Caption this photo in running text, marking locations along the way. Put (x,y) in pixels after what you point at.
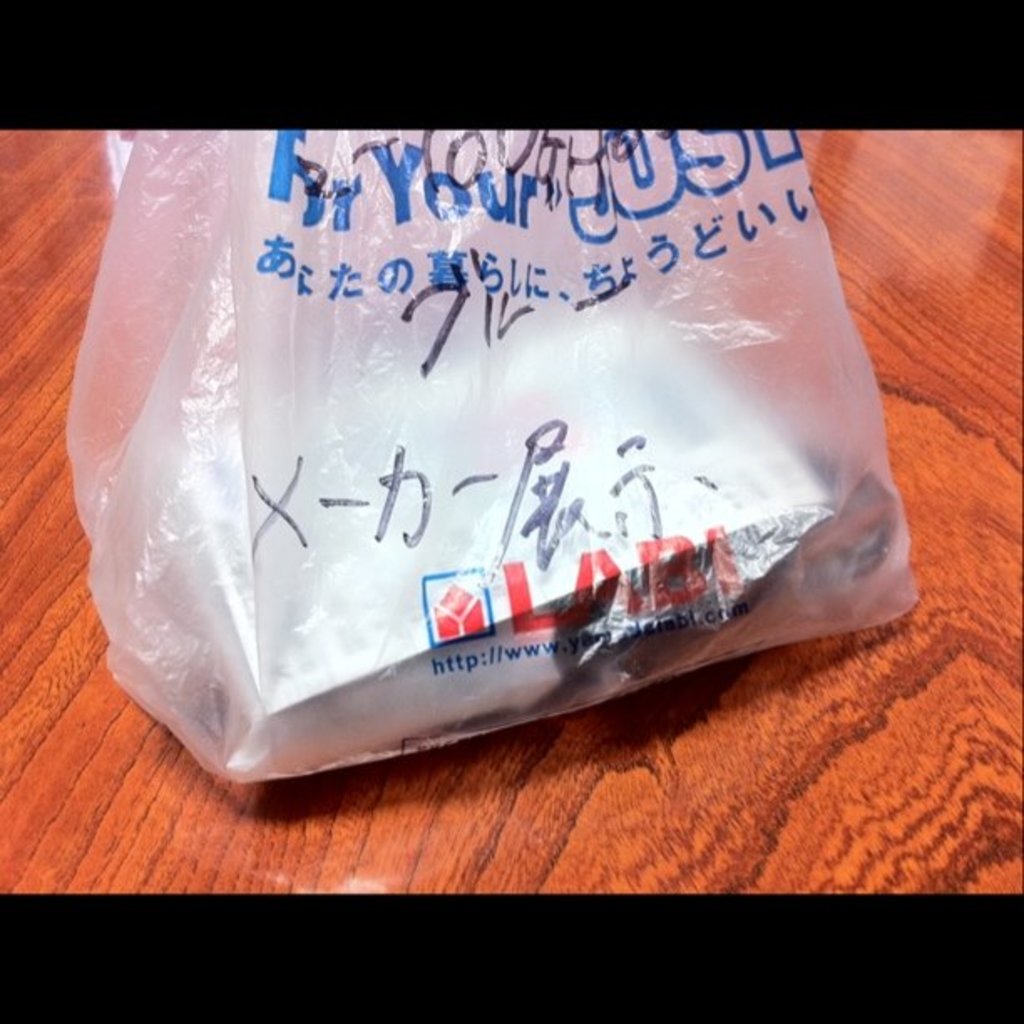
In this image I can see the brown colored table (535,819) and on it I can see a plastic cover (634,441) with few objects (582,535) in it and I can see something is written on the cover (550,282).
